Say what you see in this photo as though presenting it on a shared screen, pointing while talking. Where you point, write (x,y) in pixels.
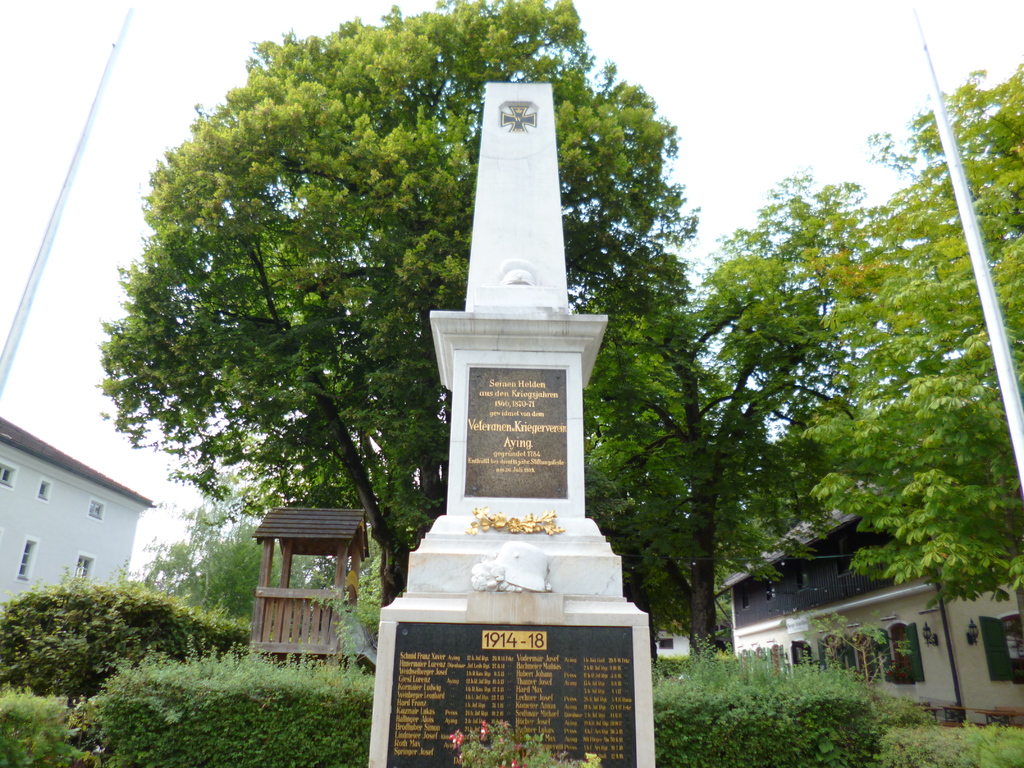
In this picture there is a pillar (494,649) in the foreground (445,691) and there is text (509,693) on the pillar (494,702). At the back (252,594) there are buildings (1023,656) and trees (201,579) and there is a shed (301,610) and there are poles (1004,369). At the top (799,119) there is sky (799,142). At the bottom (946,740) there are plants (941,728).
